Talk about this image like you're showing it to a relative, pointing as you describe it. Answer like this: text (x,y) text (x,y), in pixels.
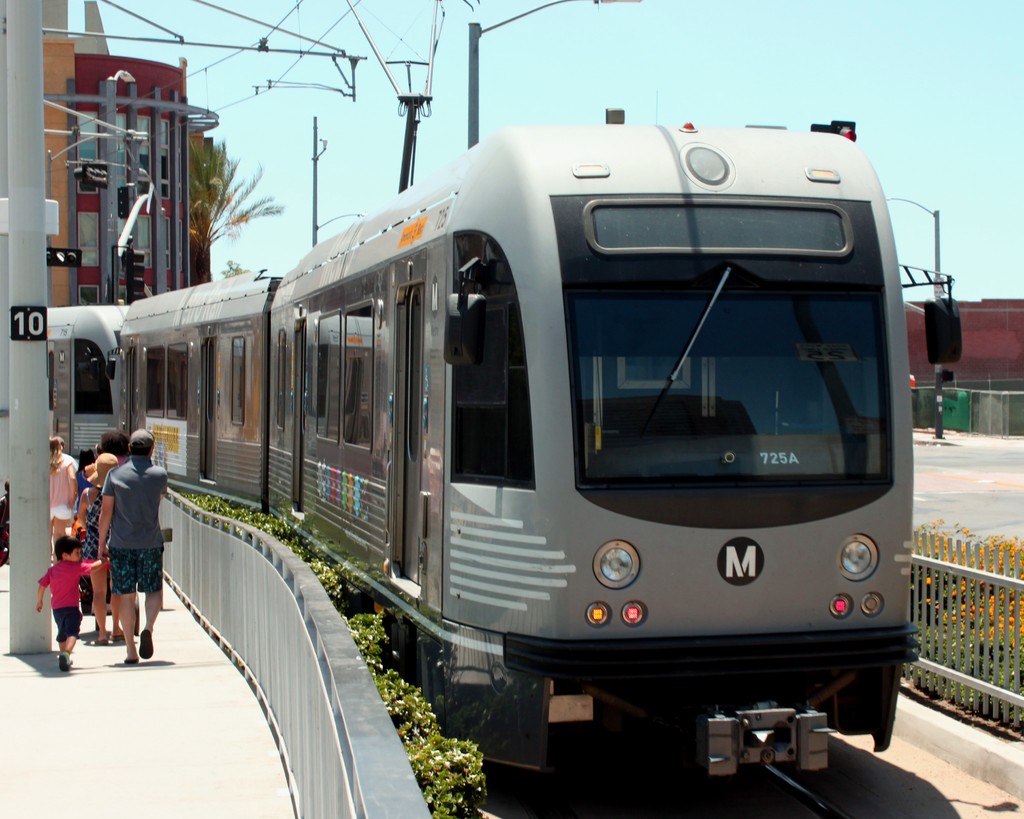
In the image there is a train (466,407) in the middle of the track (762,803) and on the left side (89,507) there are few people (84,477) walking on the platform (185,630) and over the back (76,101) there is building (175,180) with tree (205,202) beside it and above its sky (804,62).
